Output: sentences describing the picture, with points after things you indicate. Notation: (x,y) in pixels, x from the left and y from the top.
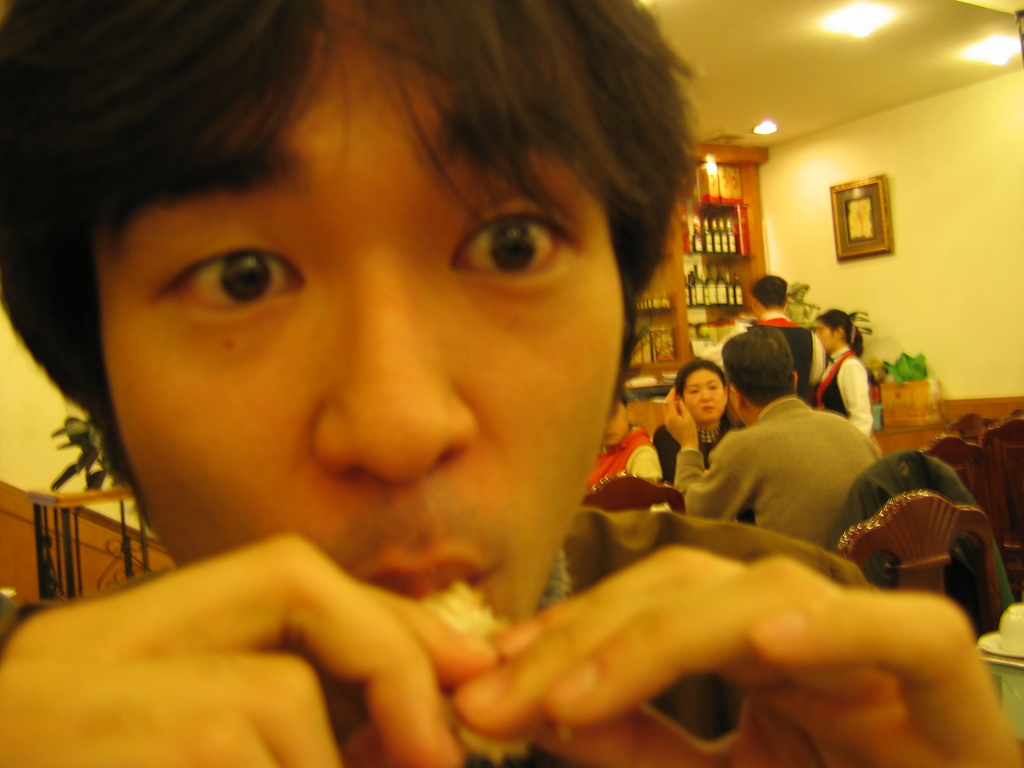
In this image I see a man (368,348) over here who is holding a thing (481,634) which is in his mouth (469,578) and in the background (756,431) I see few people (731,384) in which these 3 of them are sitting and these both are standing and I see number of bottles (725,246) in these racks (748,190) and I see a frame (851,191) on this wall (857,171) and I see the lights (1010,38) on the ceiling (730,73).
